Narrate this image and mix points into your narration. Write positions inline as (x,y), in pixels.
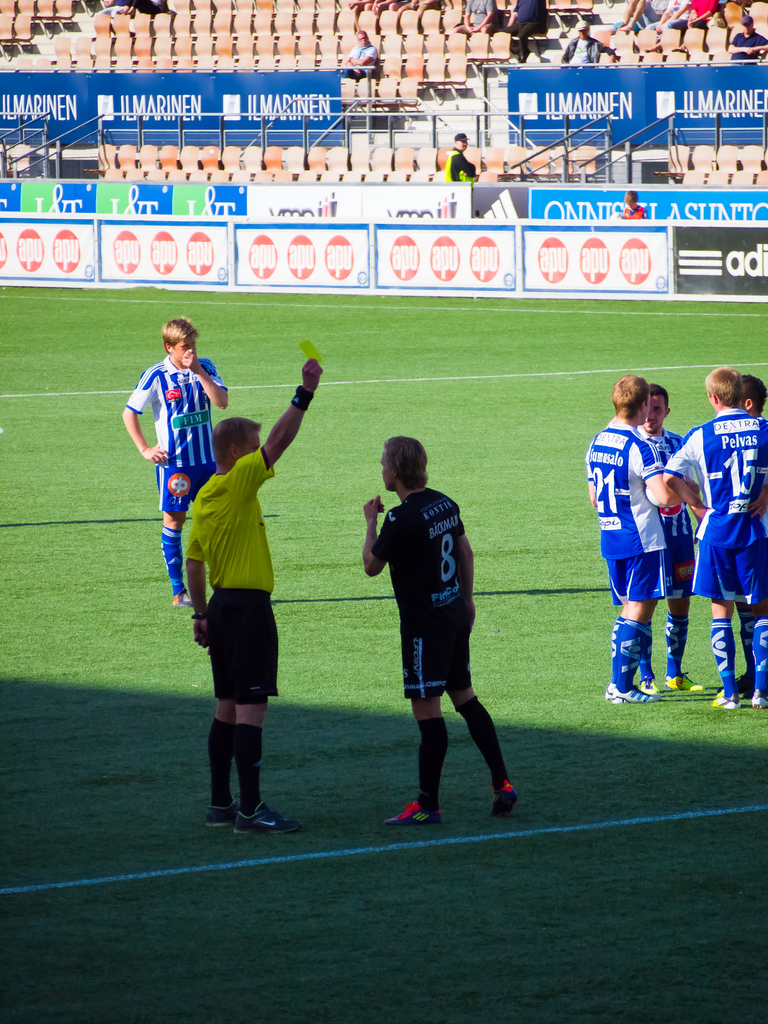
There are group of people (633,441) wearing blue dress (633,441) is standing in ground (593,552) and there is a person (422,587) wearing black dress (404,558) is standing in front of referee (238,576) who is showing yellow card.
